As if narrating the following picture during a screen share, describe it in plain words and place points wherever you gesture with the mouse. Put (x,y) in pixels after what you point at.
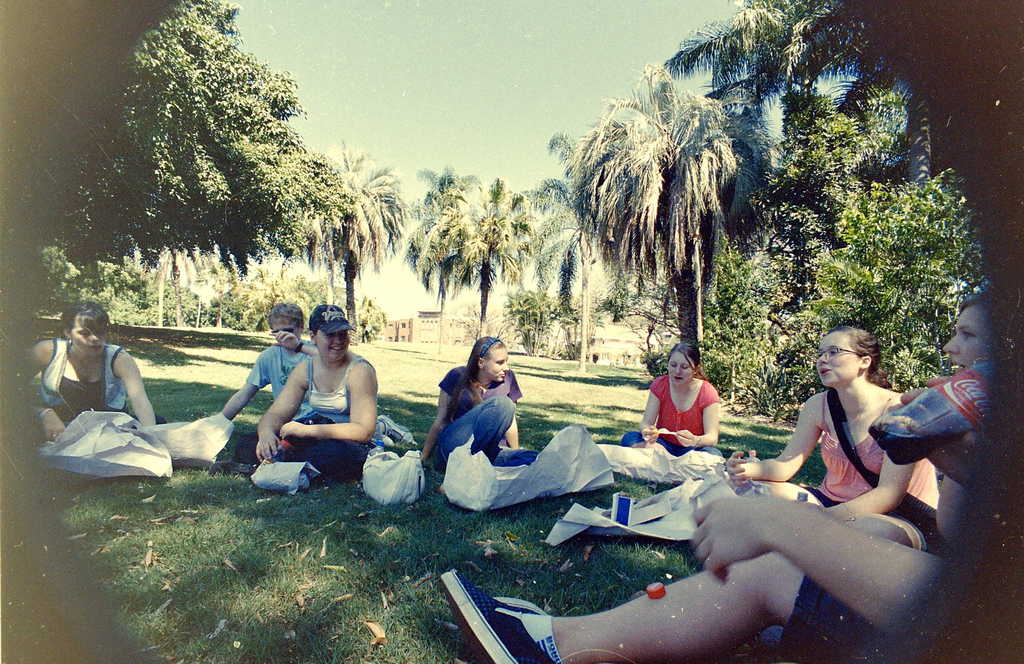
This image consists of few persons (736,556) sitting on the ground (437,507). At the bottom (200,546), there is green grass (189,548). In the middle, there is a handbag (392,457) in white color. In the background (651,265), there are many trees (912,306). At the top (435,78), there is sky (412,101).
